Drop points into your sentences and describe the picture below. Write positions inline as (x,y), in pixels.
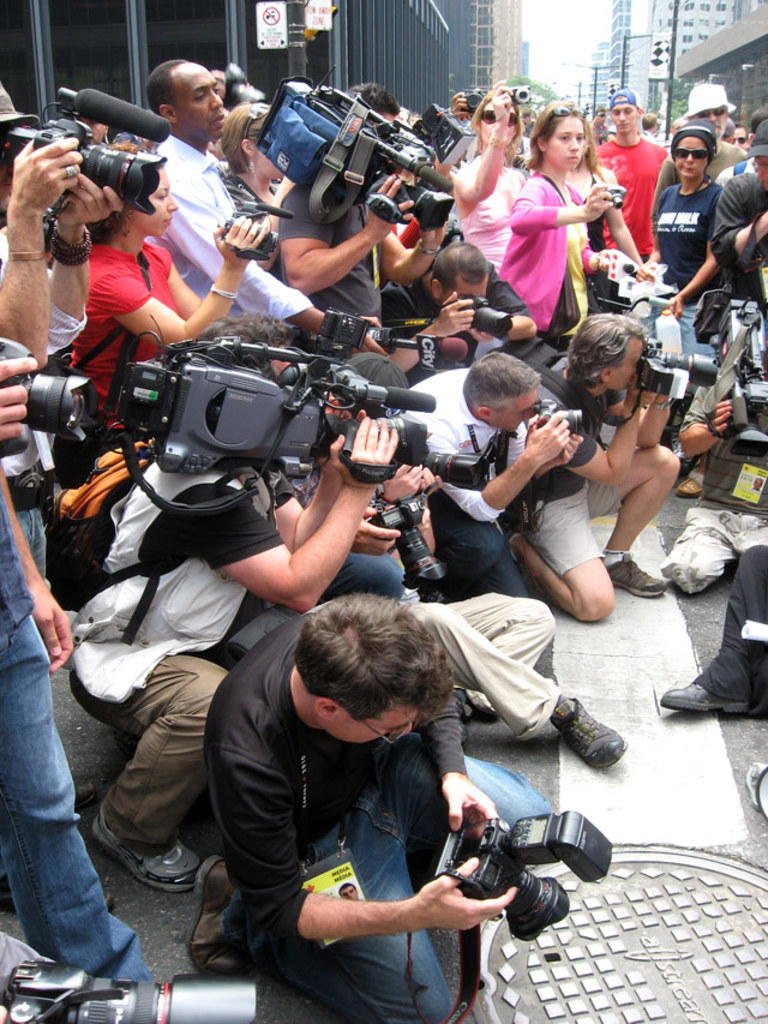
In this picture we can see a few people (275,765) holding a camera (346,129) in their hands (501,903). There is a manhole (489,937) and a few objects (752,786) visible on the path (767,743). We can see a signboard (283,41), poles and buildings (348,59) in the background (380,6).
